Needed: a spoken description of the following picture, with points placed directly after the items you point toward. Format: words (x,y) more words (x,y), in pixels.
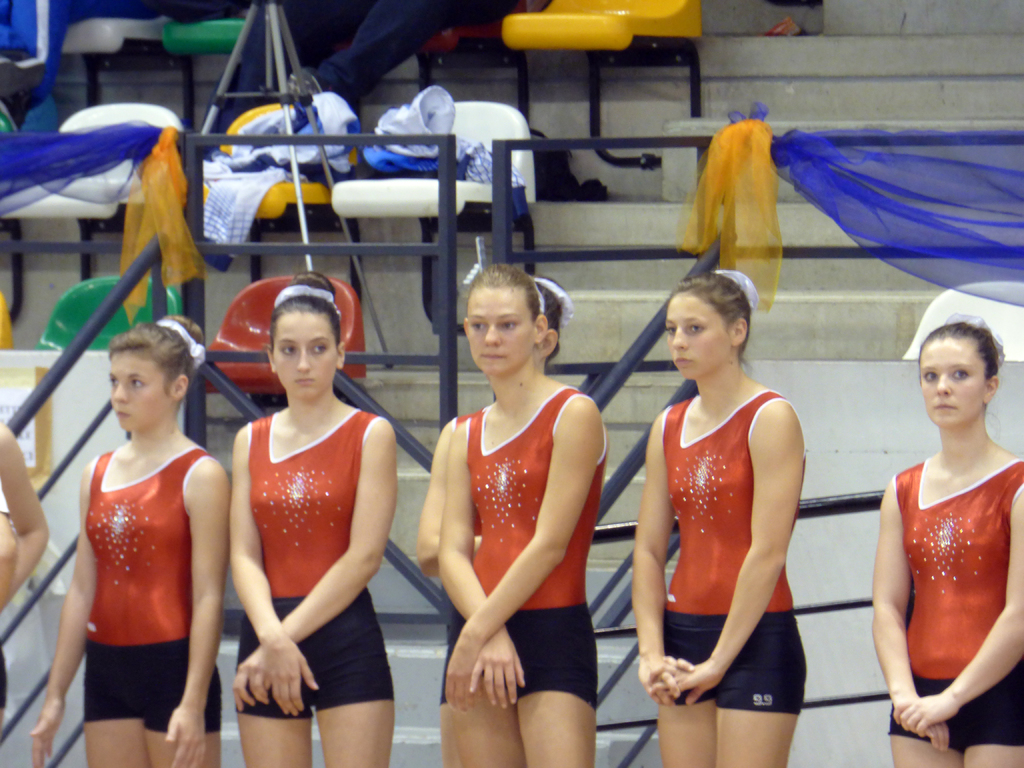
In this image there are group of girls (512,540) who are wearing the red dress (702,546) and black short (748,668) are standing by holding their hands (473,657). In the background (413,199) it looks a stadium (614,307) in which there are so many seats (585,39). There is a fence (530,147) around the seats (558,11). There are net clothes (148,178) which are tied to the poles (653,320). In the middle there is a tripod (276,53). On the chairs (259,112) there are clothes (283,175).
